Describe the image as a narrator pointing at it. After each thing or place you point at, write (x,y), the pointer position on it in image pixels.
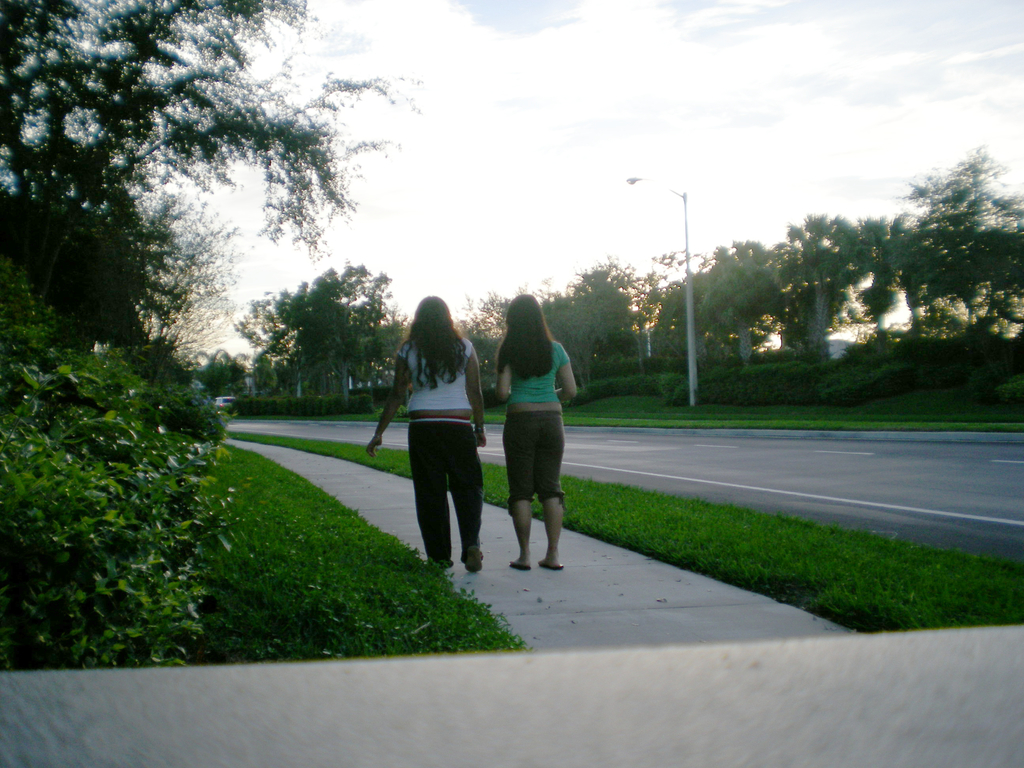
In this image in the center (464,444) there are two women (535,440) who are walking, at the bottom (497,618) there is a walkway (700,595) and grass (666,505) and on the right side (809,317) and left side (252,543) there are some trees (110,248), plants (135,391) and grass (233,500). And in the center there is one pole (687,230) and street light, on the top of the image (916,106) there is sky (635,189).
